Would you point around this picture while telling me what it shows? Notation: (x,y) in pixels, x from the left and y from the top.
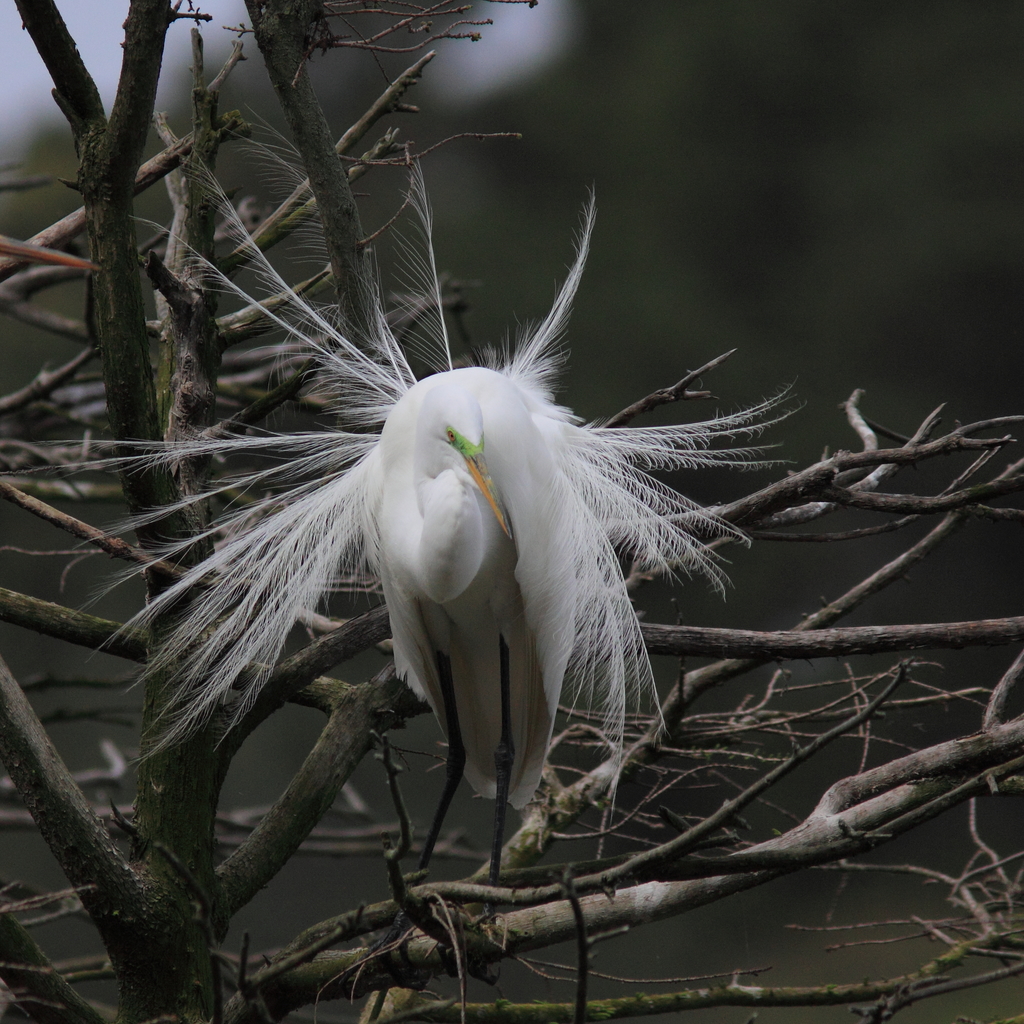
Here in this picture we can see a great egret (442,472) present on a branch (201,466) of a tree (188,790).
